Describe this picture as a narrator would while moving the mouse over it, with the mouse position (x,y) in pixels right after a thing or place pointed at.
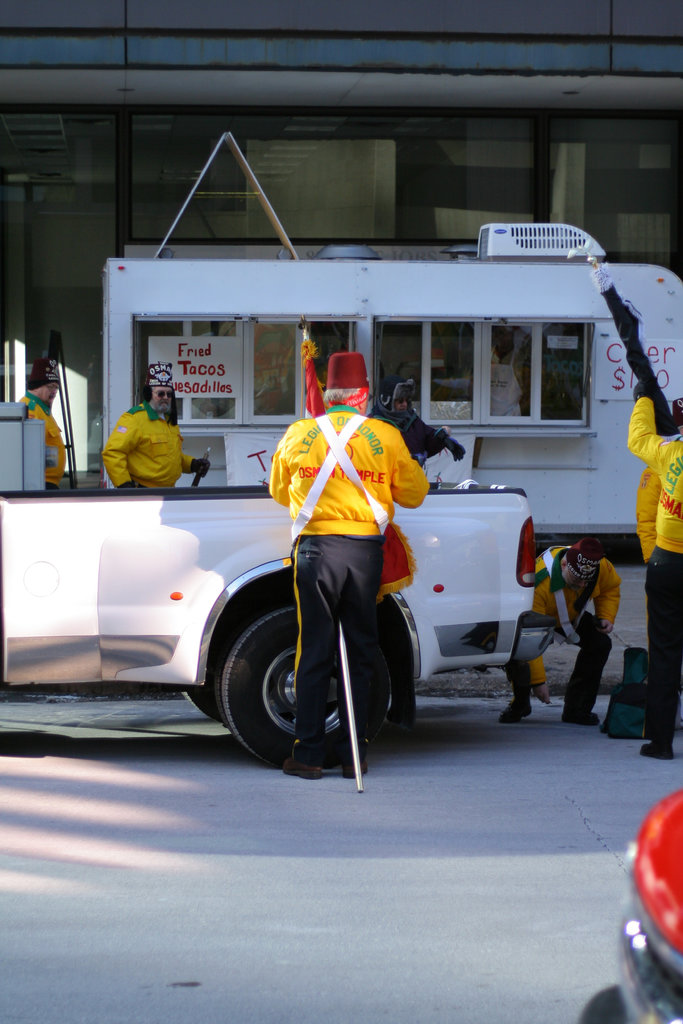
In the background (631,170) we can see the glass (564,360). In this picture we can see vehicles (316,267) and people (675,468) in the same attire (285,433), they are standing. We can see a man (582,566) in a squat position on the road (535,709). In the bottom right corner (630,950) it seems like a vehicle brake light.
